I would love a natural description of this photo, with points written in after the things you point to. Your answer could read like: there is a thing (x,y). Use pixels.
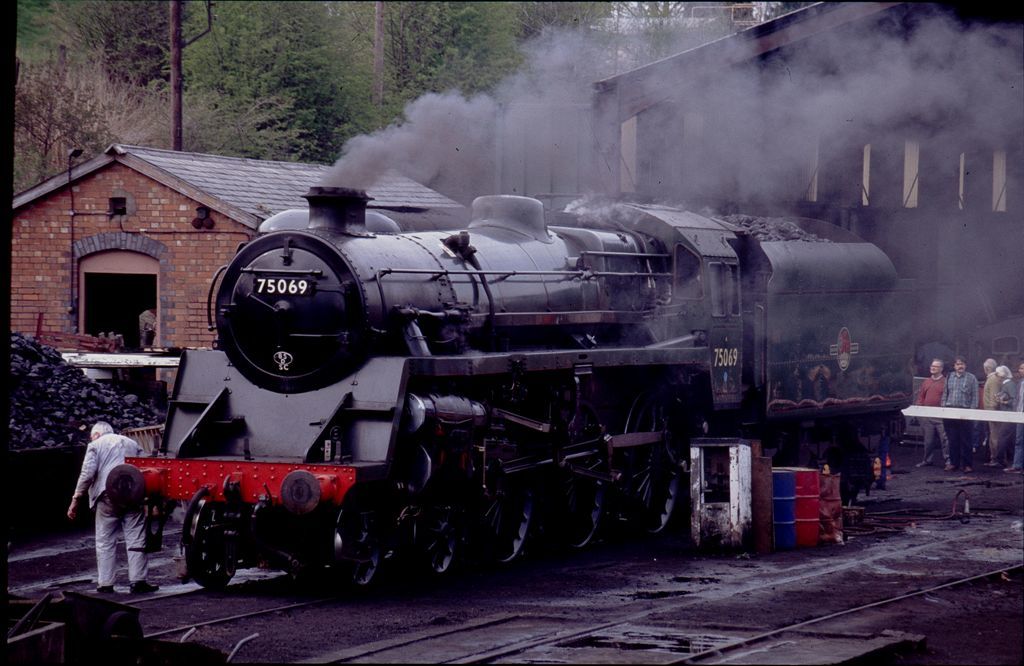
In this image we can see the steam engine (471,238) of the train (491,314) and we can also see people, buildings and trees (216,90).
